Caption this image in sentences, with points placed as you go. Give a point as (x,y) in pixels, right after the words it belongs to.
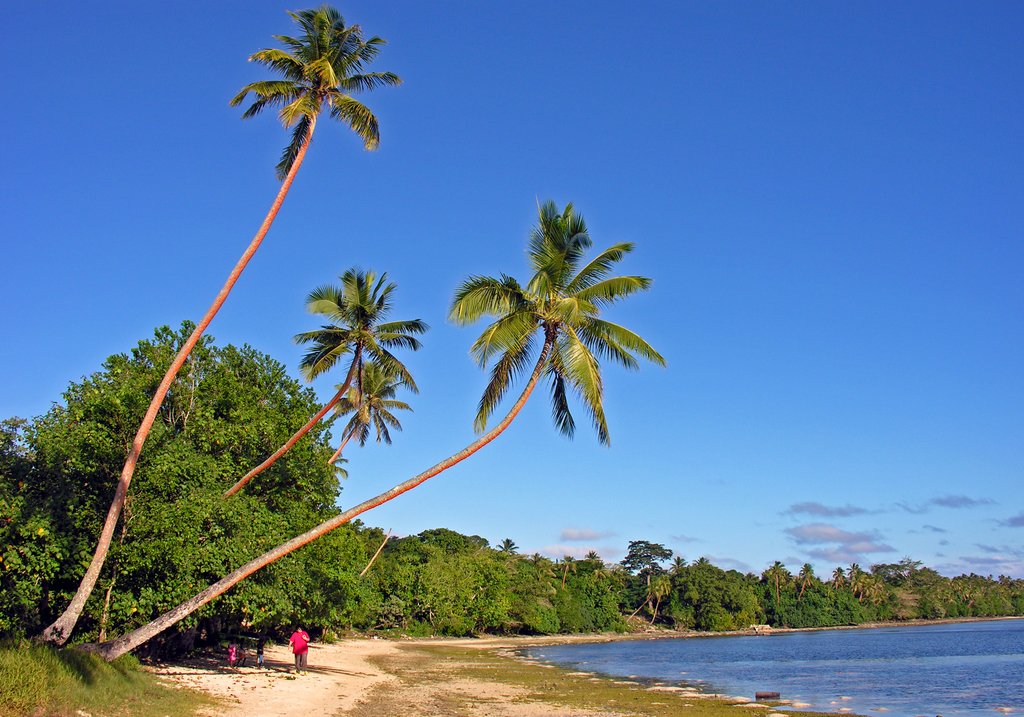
In this picture we can see coconut trees (492,406) and other trees (518,555). On the bottom (308,640) there is a man (304,662) who is wearing red t-shirt (300,654) and shoe (300,670), standing near to the beach (421,682). On the bottom right (893,642) we can see water (945,707). In the bottom left (67,697) we can see grass (73,687). Here we can see sky (853,404) and clouds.
